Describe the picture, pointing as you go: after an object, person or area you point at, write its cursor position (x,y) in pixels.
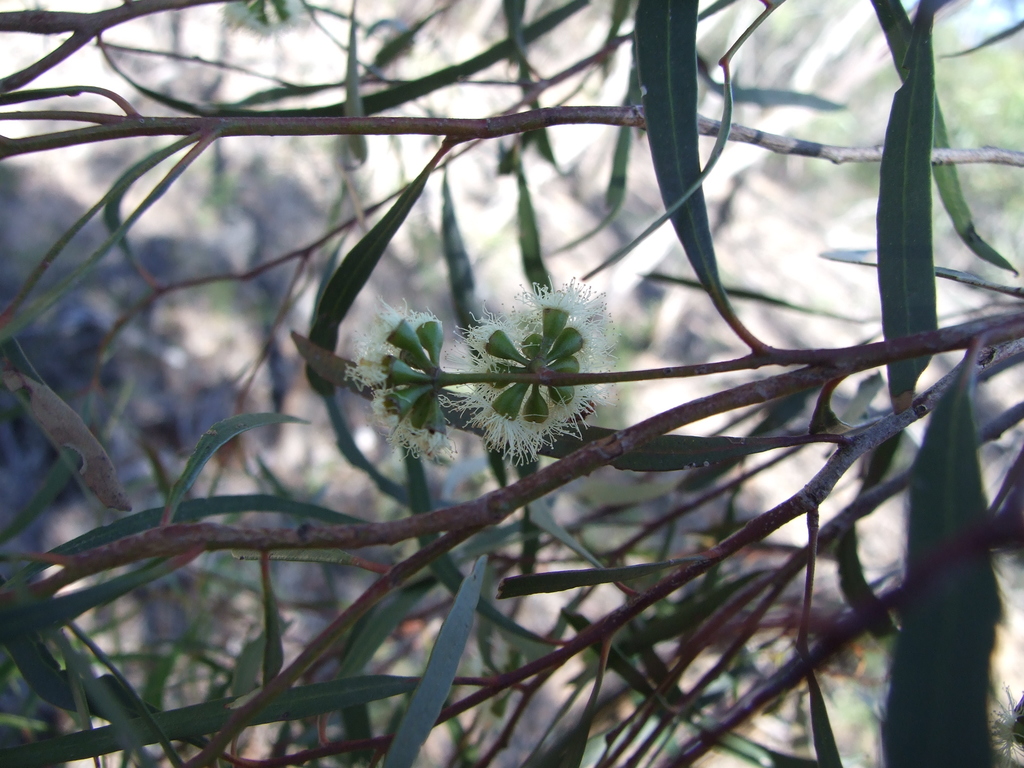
In this image there is a zoom in picture of one tree (601,445) as we can see there are two flowers (470,415) in middle of this image (483,369).
